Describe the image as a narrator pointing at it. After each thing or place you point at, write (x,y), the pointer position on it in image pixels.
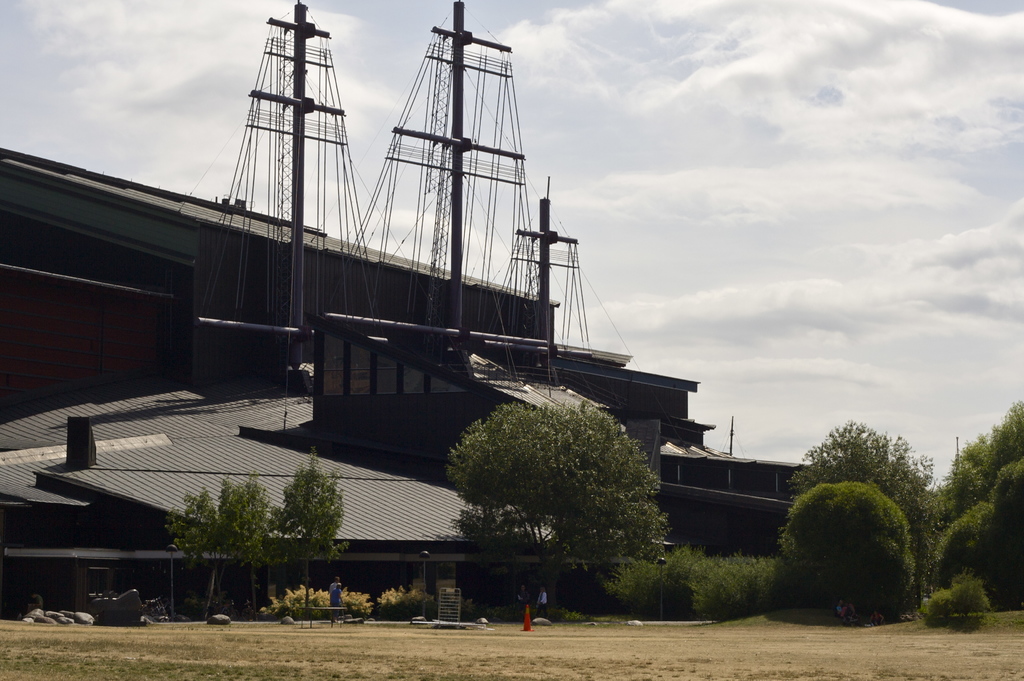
In this image, we can see a few houses (384,353). We can see some poles (286,23) with wires (319,222). We can see the ground (389,680). We can see some objects (530,613) like rocks (357,620). There are a few people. We can see some plants (710,580) and trees (832,548). We can see the sky (815,300) with clouds (744,235).
